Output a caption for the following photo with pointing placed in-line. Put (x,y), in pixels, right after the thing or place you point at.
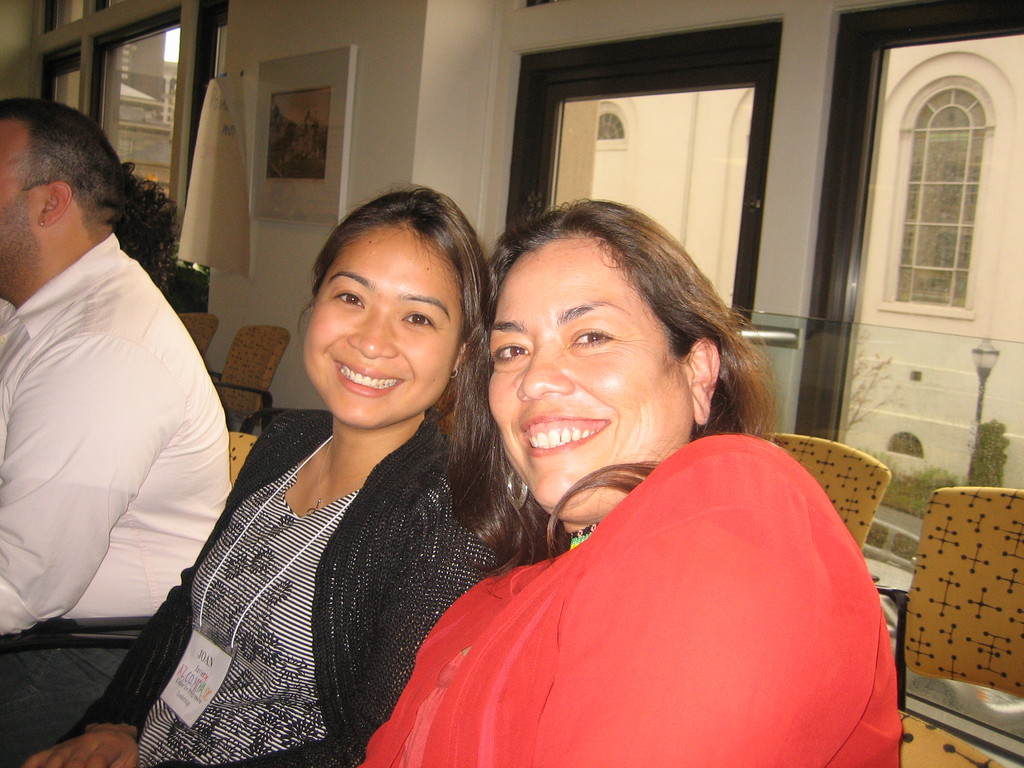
In this image there are two women (609,704) and a man (192,472) sitting on chairs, in the background (302,392) there are chairs (958,560) and a wall (495,17), for that wall (495,17) there are glass windows (760,161) and a frame (281,118).
